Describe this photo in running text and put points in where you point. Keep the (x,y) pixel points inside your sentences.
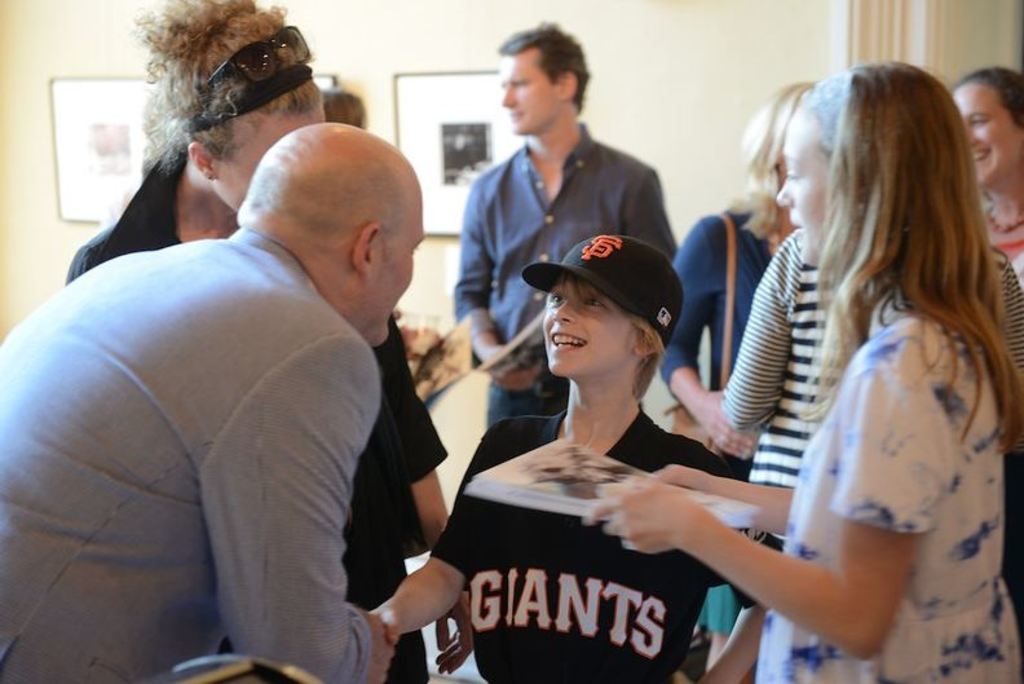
In this image we can see a group of persons (475,304) standing on the floor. In the background (86,54) there are photo frames (409,98) and wall (699,58).
